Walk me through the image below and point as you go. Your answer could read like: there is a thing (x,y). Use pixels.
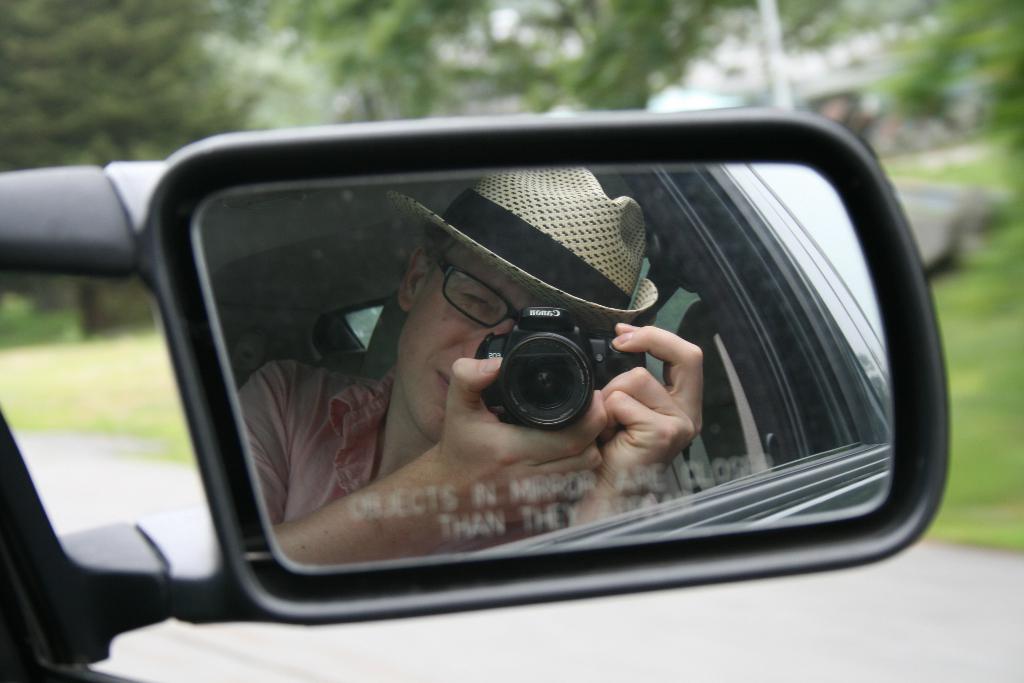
In the center of the image (345,429) we can see cars side mirror (508,541). In which there is a reflection (453,334) of a person (478,432) holding a camera (485,338). In the background of the image (432,36) there are trees (448,90). There is grass (990,343). At the bottom of the image (862,622) there is road (611,652).
